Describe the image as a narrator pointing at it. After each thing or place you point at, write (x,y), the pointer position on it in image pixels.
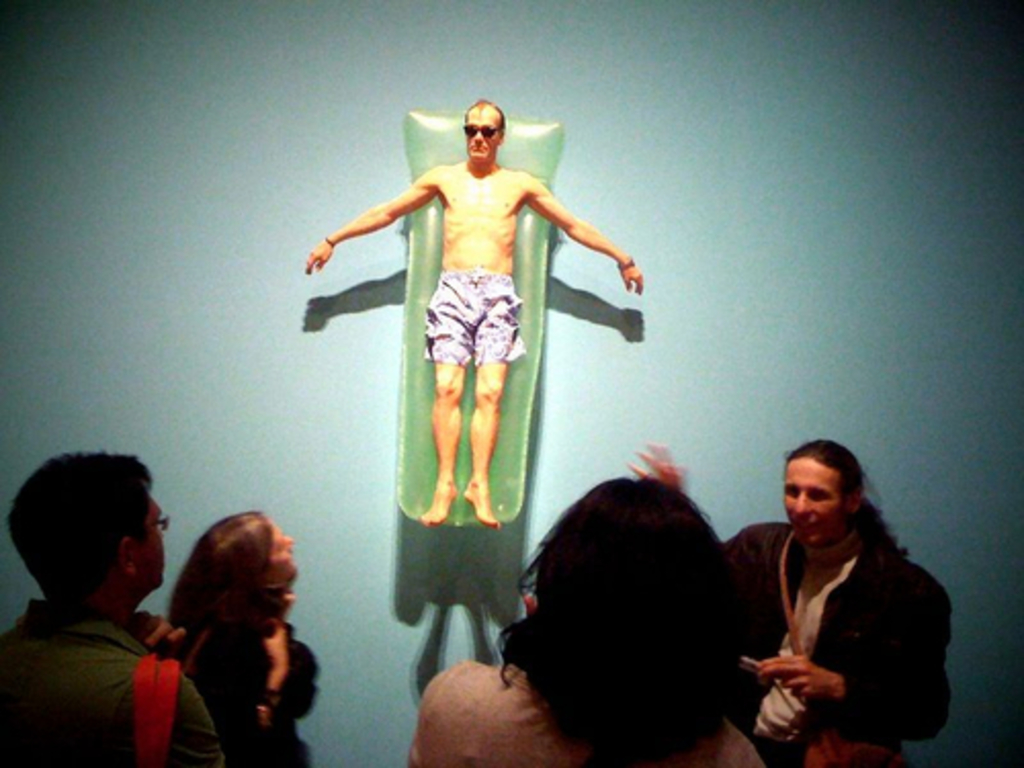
In this image I can see few people (850,623) are standing. I can see one person (388,212) is lying on green color object (523,413) and it is on blue color surface (733,258).
